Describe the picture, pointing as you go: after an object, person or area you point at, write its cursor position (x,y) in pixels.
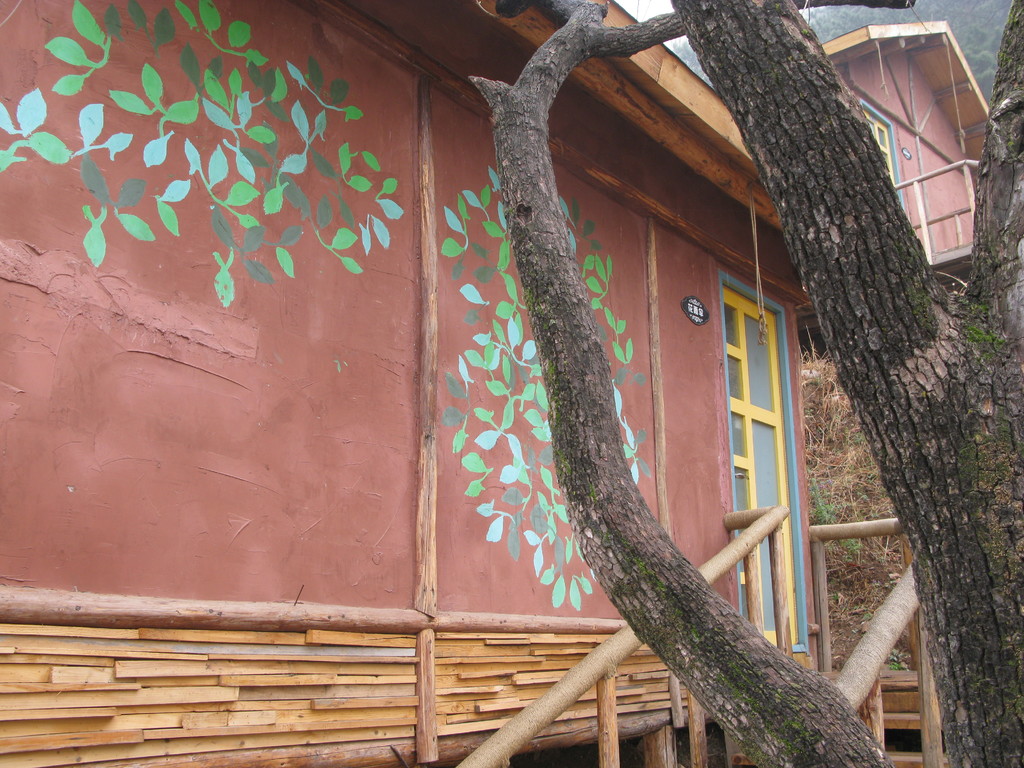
In this image we can see a house (591,723), which has paintings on it and there is a staircase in front of the door (746,367), on the right side of the image (1017,359) there is a tree trunk (916,341) and on the top right corner (967,249) there is a house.
